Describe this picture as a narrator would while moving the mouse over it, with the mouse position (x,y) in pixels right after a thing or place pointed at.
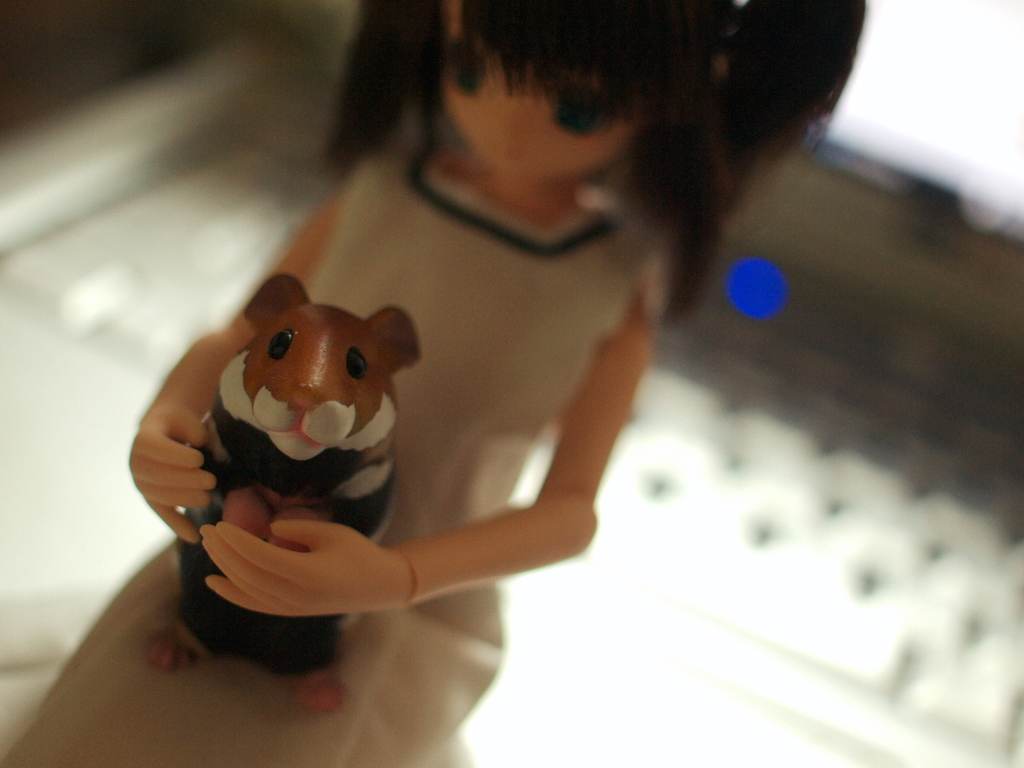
This picture shows a toy (37,735).
